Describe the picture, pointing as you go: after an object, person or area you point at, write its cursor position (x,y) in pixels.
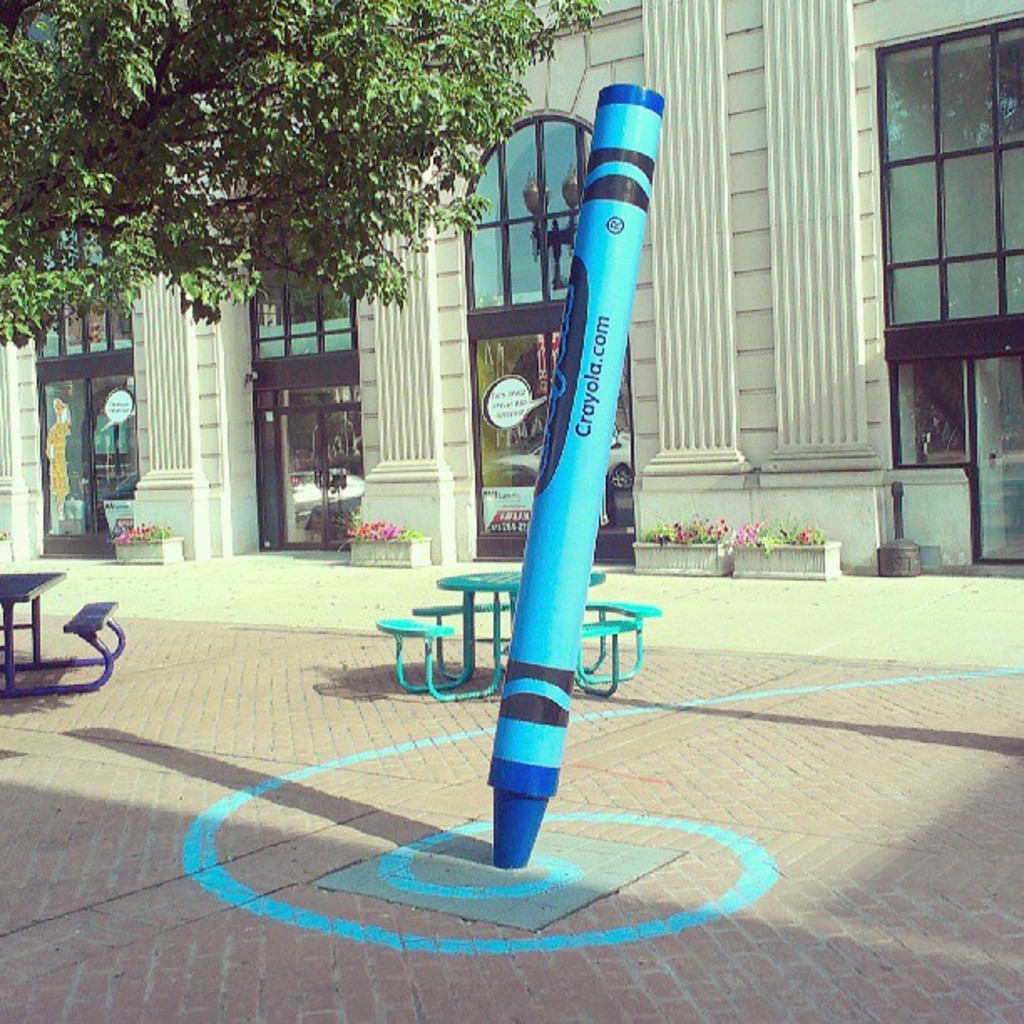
This image consists of a building (506,348) in the middle (484,403). It has doors (314,490). There is a tree (256,164) in the top left corner (259,187). There are benches (613,626) in the middle (443,589).
